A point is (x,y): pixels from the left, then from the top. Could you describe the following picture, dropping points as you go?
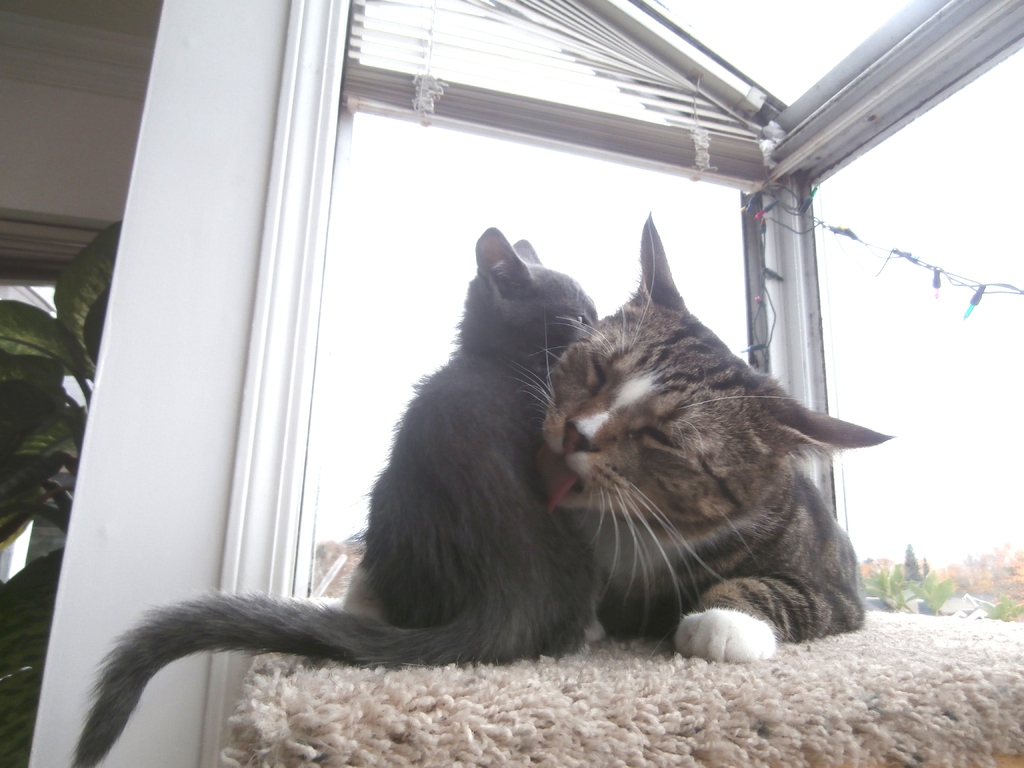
In this image there is a cat (625,463) licking the back (505,418) of another cat (540,551) on a table (611,672), behind the cats (600,539) there are glass windows (873,205) with decorative lights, beside the window (856,205) there is a wall (147,345), beside the wall (123,345) there is a plant (25,584).
